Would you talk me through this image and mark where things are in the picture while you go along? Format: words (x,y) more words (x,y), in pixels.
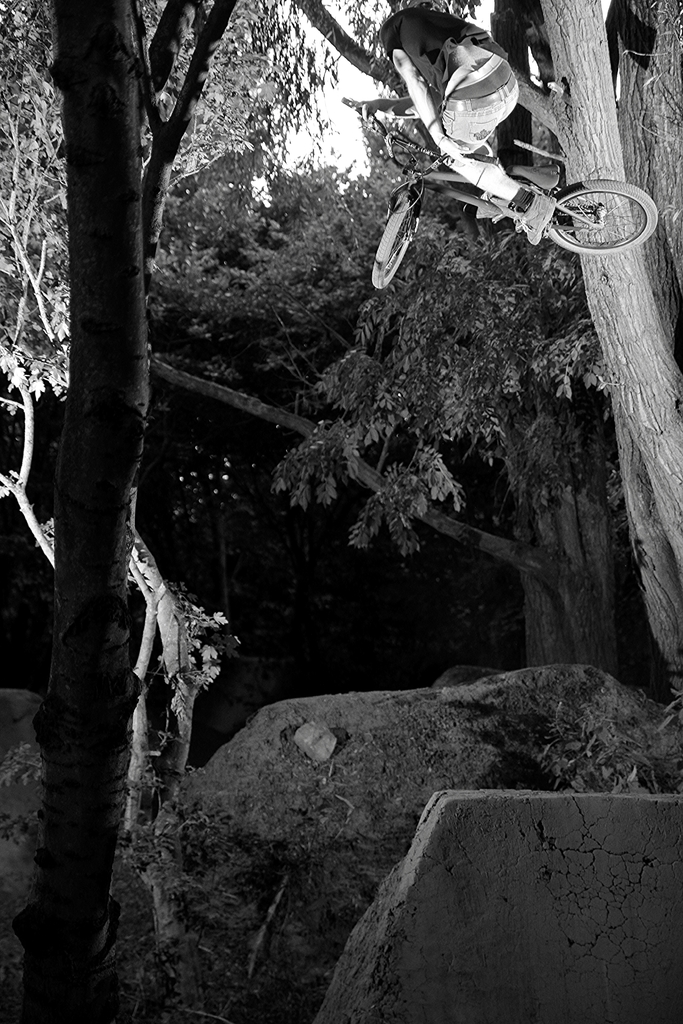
In this image, we can see so many trees (349,284), plants (263,552). Top of the image (481,205), we can see a person (474,114) with bicycle (440,185) in the air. It is a black and white picture.
